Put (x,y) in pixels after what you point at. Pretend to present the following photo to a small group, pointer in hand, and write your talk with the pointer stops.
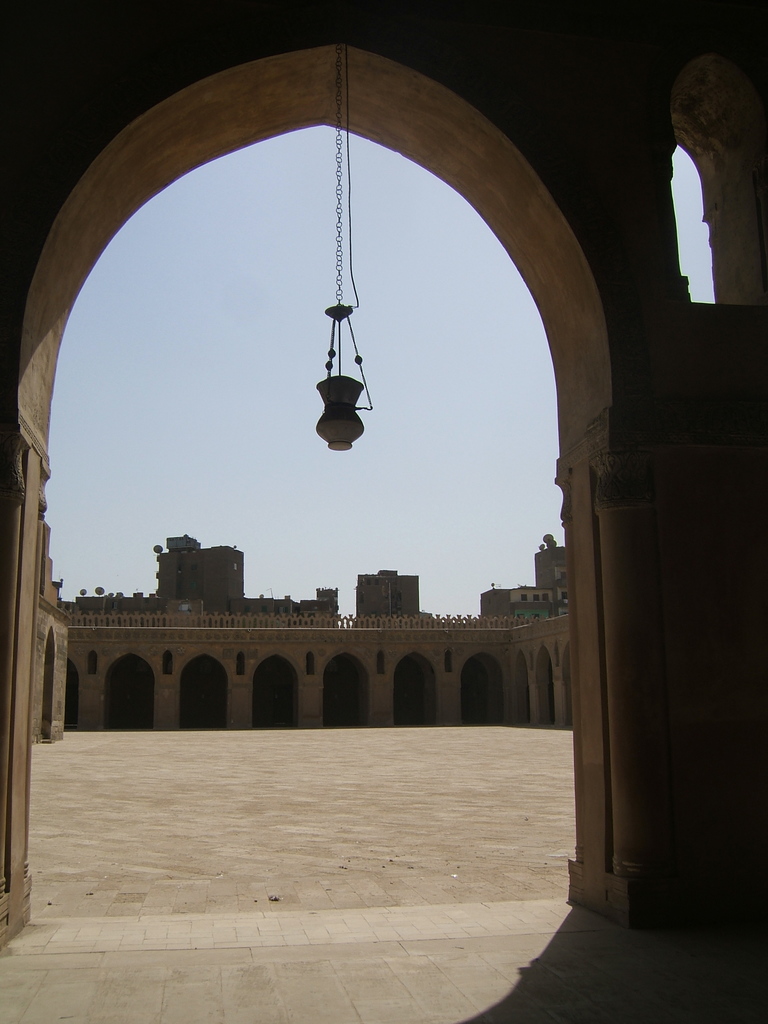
In this picture there is an object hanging and we can see an ancient architecture (658,607) and ground (241,741). In the background of the image (384,572) we can see buildings (138,603) and sky (460,406).
